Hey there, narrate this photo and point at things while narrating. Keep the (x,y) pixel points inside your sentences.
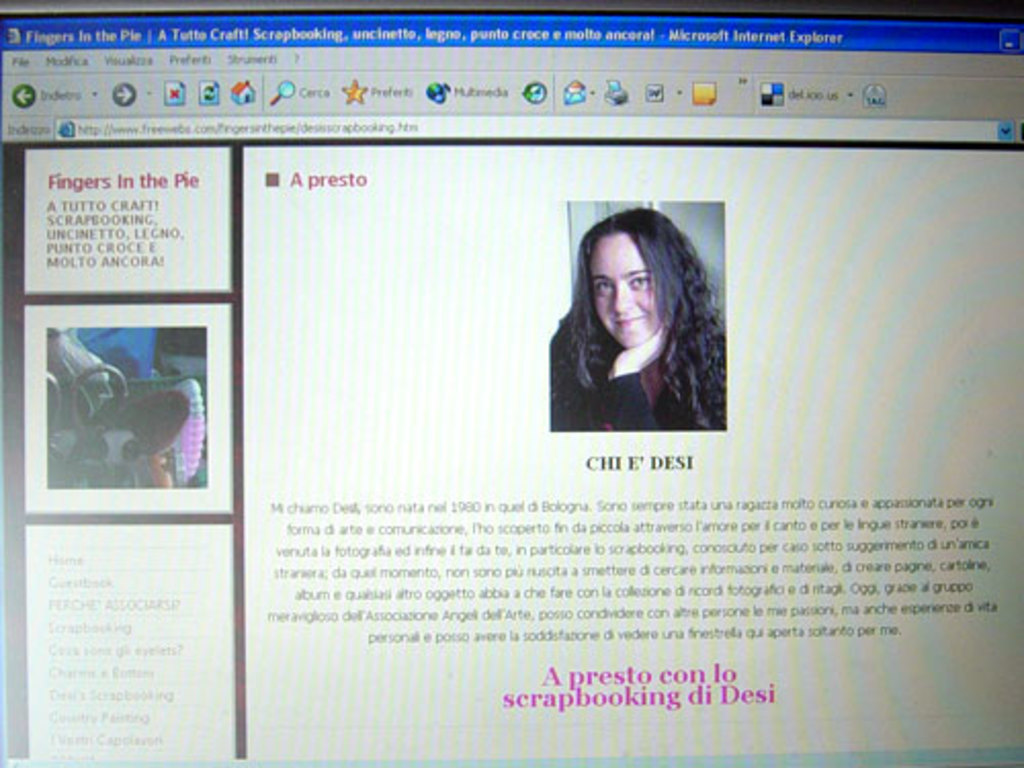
In this image, we can see a web page (743,283) contains pictures (670,306) and some text (284,534). There is an address bar (505,133) and toolbar (357,74) at the top of the image (504,74).
